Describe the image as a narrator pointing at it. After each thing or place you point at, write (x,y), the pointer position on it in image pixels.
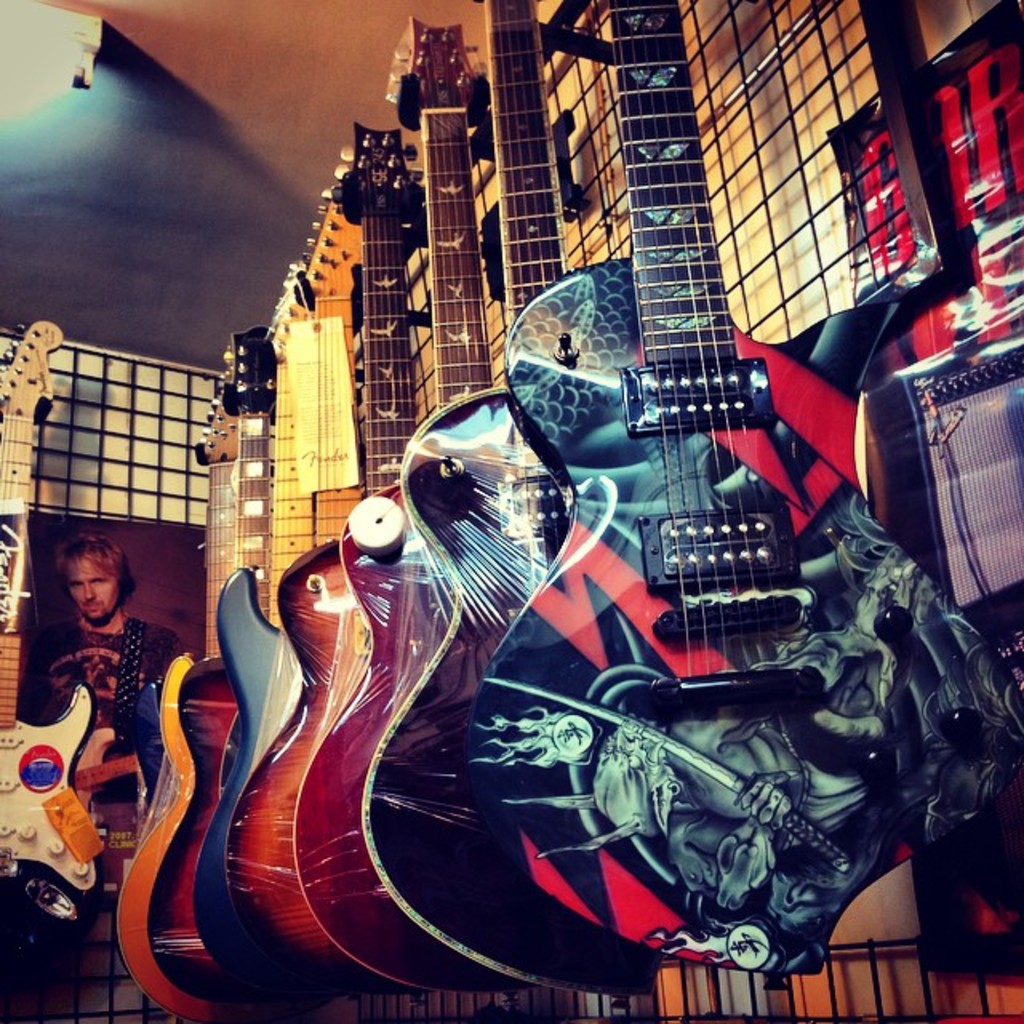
In the image I can see guitars (482,508) which has designs (536,663) on it. In the background (66,594) I can see photo (61,614) attached to a wall (91,485). In the photo (94,675) I can see a person (103,577). In the background (40,52) I can see lights (45,82) and some other objects (204,547).
